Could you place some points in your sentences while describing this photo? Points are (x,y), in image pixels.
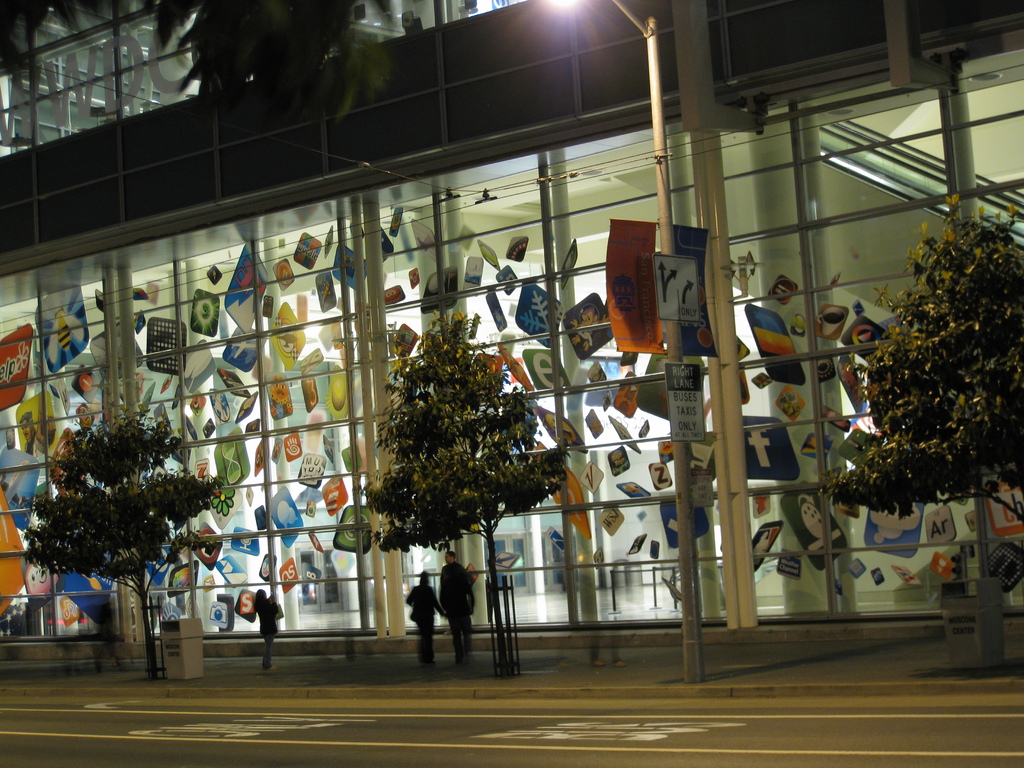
In this image I can see three persons (426,612) standing on the sidewalk (259,668), a object (188,626) which is white in color and few trees (178,522) on the sidewalk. I can see the road (810,707), a metal pole (682,466), few boards (681,365) attached to it and the light (575,7). In the background (412,53) I can see the building (226,245).
